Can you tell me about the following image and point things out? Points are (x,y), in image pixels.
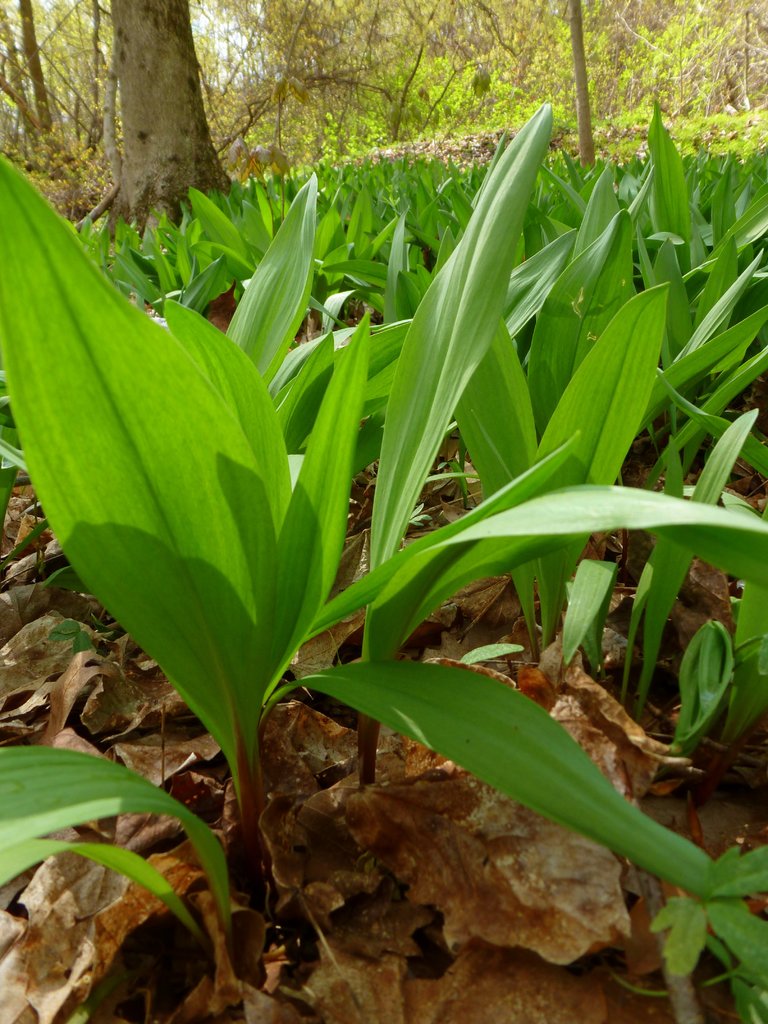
In this image I can see plants (184,455). There are trees (509,48) and also there are dried leaves (432,835) on the ground (201,762).
